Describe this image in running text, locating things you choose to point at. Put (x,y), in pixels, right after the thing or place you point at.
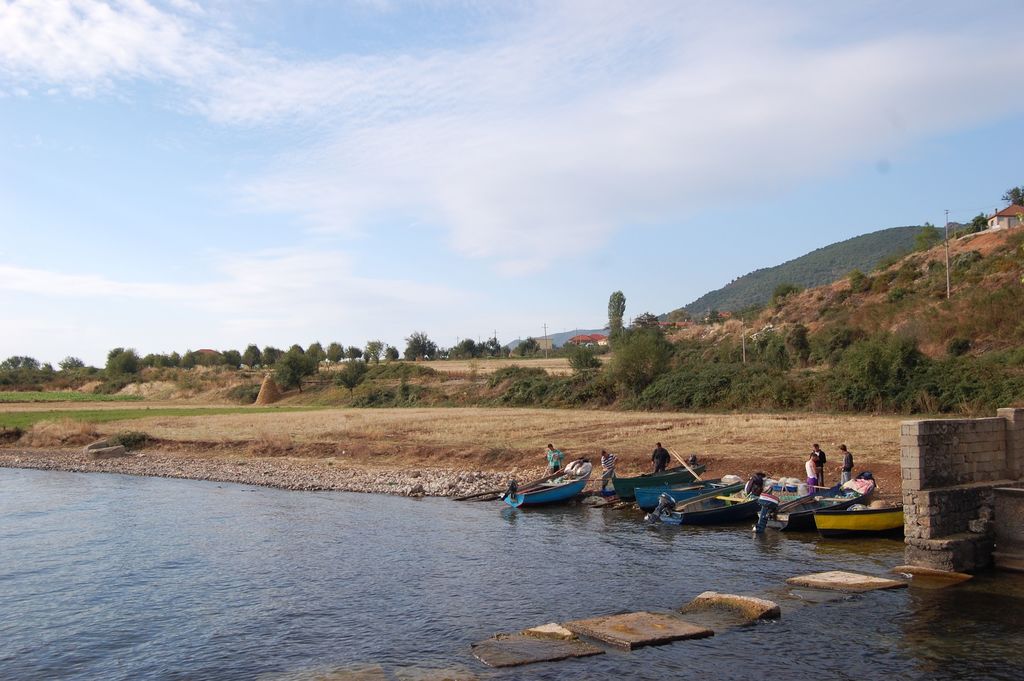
At the bottom of the image (651,544) there is water (222,639). There are stones (826,575) in the water (412,510). There are few boats (674,493) and few people (553,469) standing on the shore (539,472). In the background (446,420) there are trees (889,384), grass (195,398), hills (872,386) and few houses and poles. At the top of the image (763,107) there is a sky (412,120). On the right side of the image (1001,431) there is a brick wall (1023,446).
